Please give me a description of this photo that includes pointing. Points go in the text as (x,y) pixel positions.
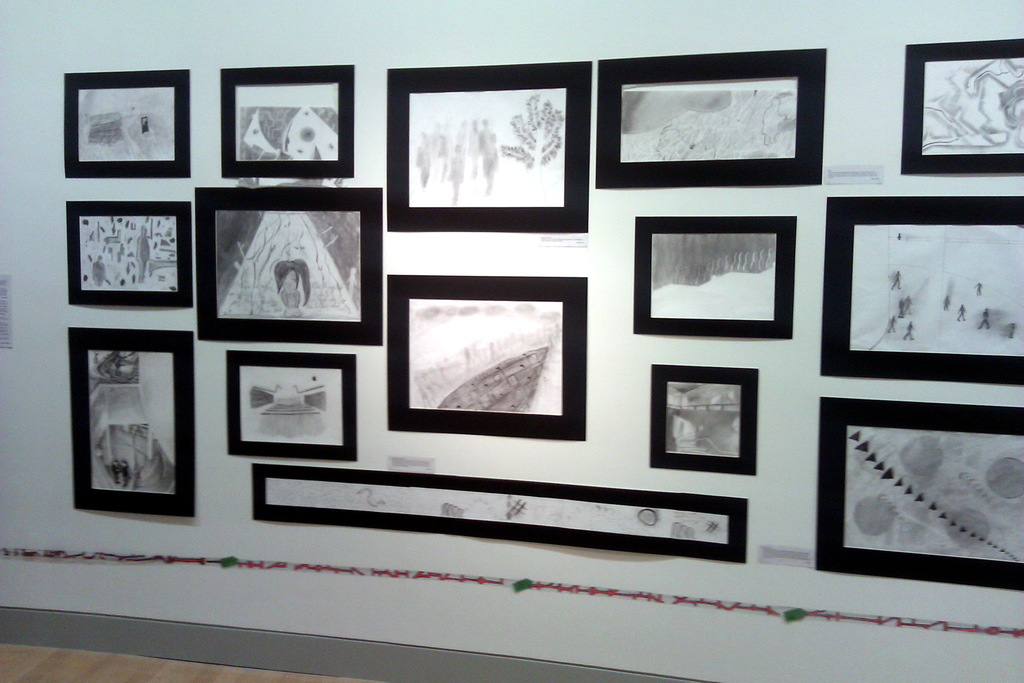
This picture might be taken inside the room (297,464). In this image, we can see a wall (36,513), on which some photo frames (150,294) are attached to it.
